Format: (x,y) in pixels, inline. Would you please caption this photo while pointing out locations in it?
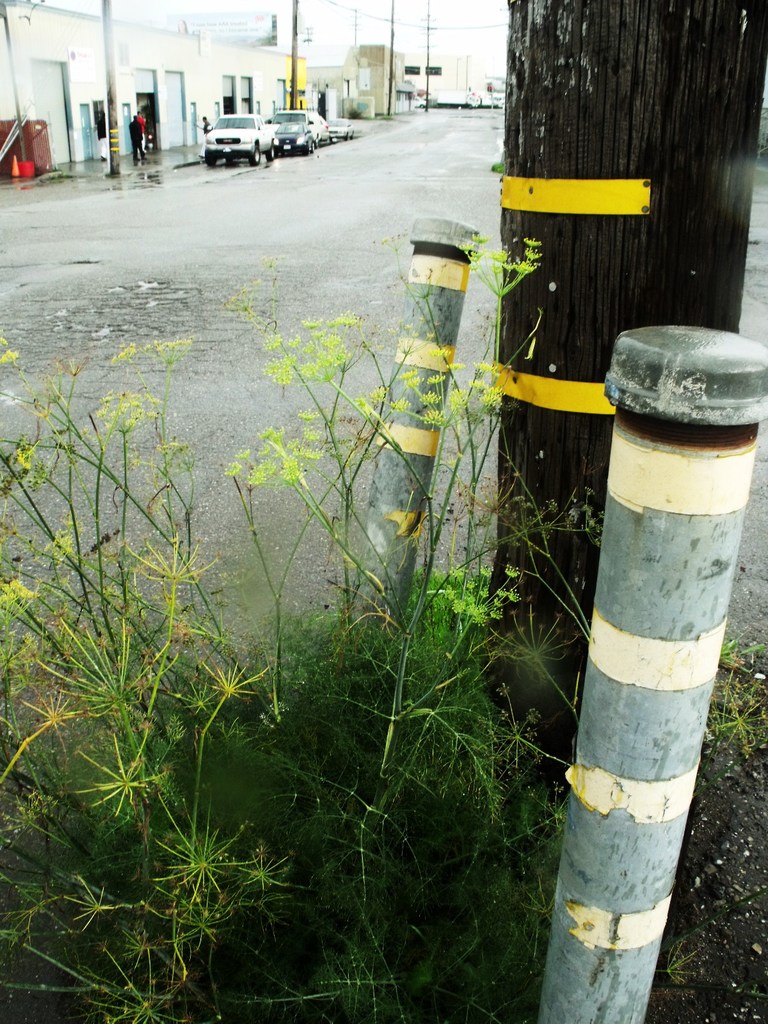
In this picture we can see some plants (332,823) in the front (316,801), in the background (282,133) there are cars (302,136), poles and buildings (360,68), we can also see three persons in the background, on the right side (673,266) there is a tree bark (572,214).
